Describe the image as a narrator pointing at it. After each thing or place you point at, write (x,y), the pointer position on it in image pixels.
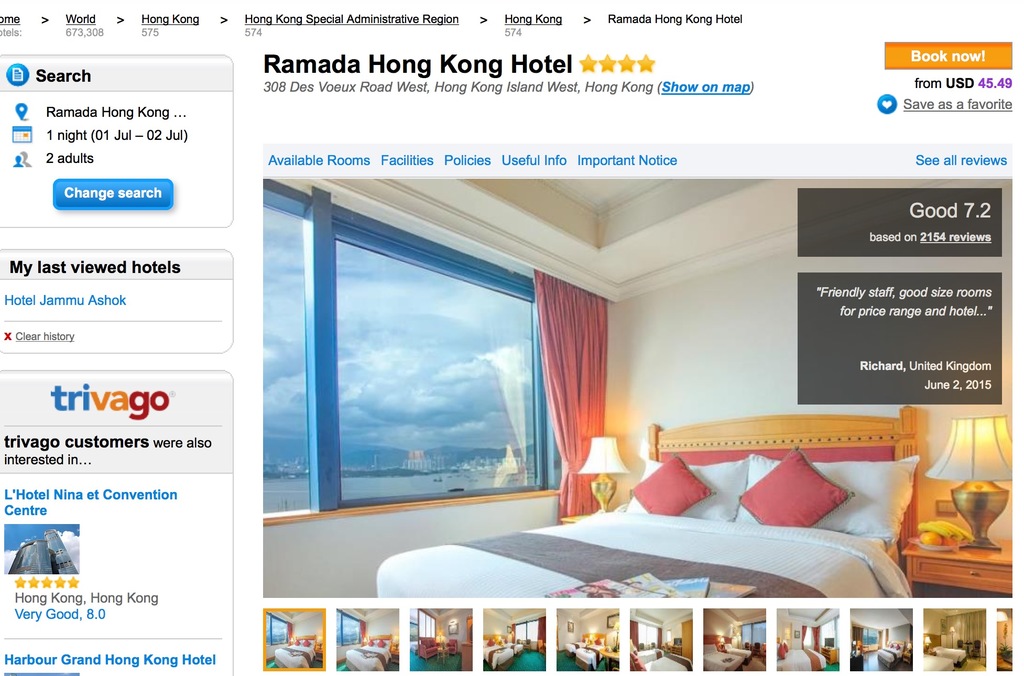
In this Image I see a website (1013,633) in which there is lot of information (94,132) and I see the pics (313,517) of a room (313,564), in which there is bed (735,441), lamps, curtain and a windows (308,338).
